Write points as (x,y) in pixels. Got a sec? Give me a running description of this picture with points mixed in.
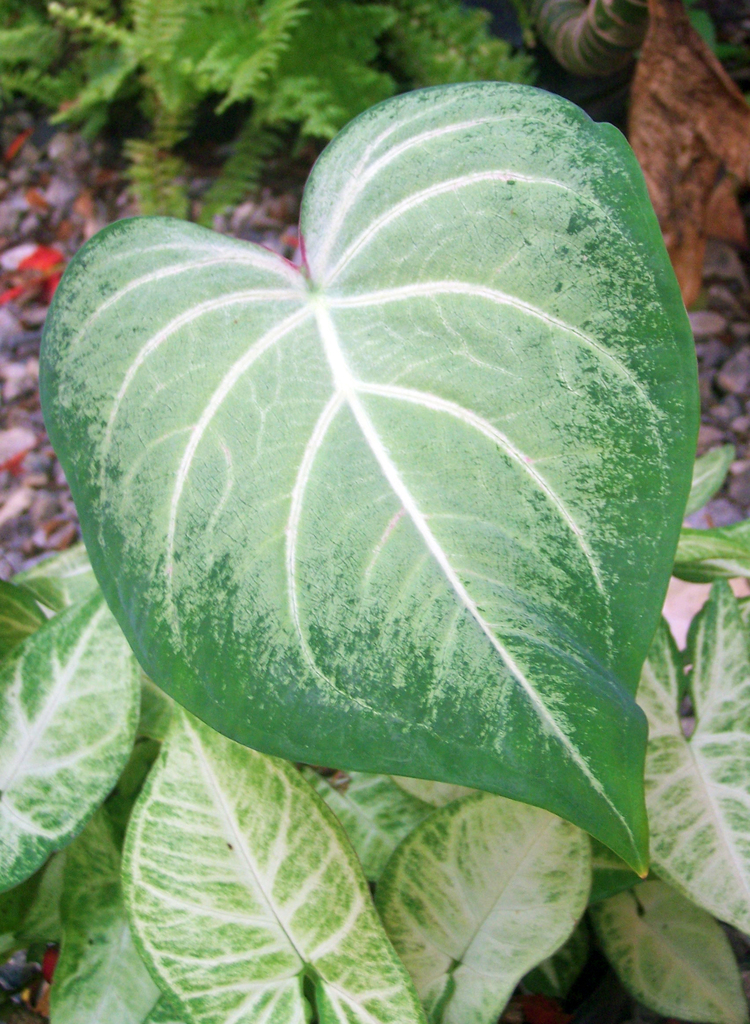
In the middle of the picture (310,482), we see a leaf (421,558) which is green in color. At the bottom of the picture (341,820), we see a plant (441,893). At the top of the picture (212,83), we see a plant (192,74). In the background (27,149), we see small stones (24,149).
